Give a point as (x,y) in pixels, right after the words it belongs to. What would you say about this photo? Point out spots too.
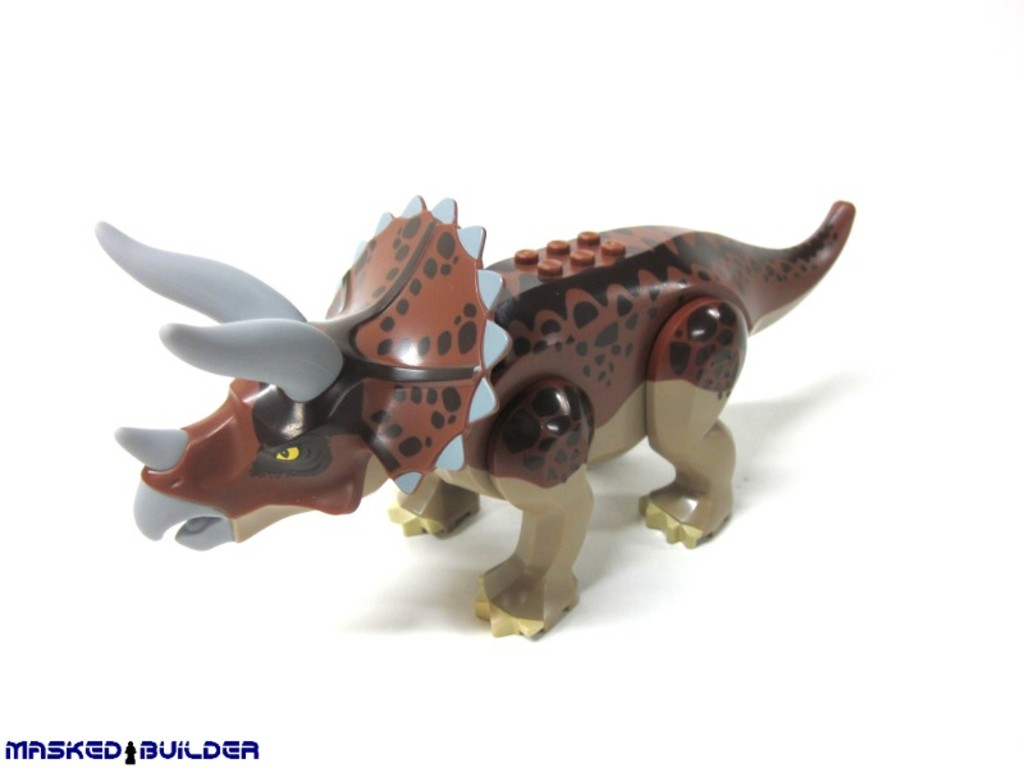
In this image we can see a toy of an animal (392,413), and the background (30,767) is white in color, also we can see some text (169,755) on the image.
